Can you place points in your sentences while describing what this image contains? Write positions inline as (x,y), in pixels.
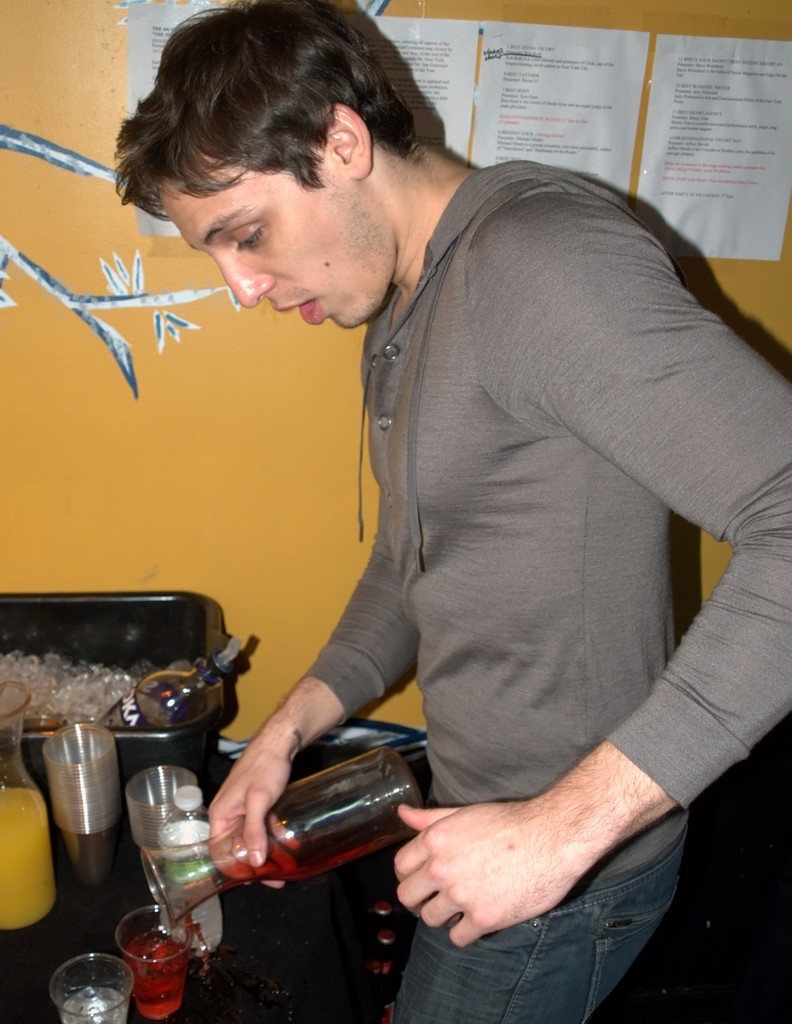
In this image the man (544,759) is standing and holding a glass bottle (289,848) in his hands (566,809). On the left side of the table (202,978) there few glasses (78,761), a tub (206,653) with ice cubes (52,684) and a vodka bottle (142,705). In the background of the image (102,343) there is a wall (60,170) with few papers (674,69) stuck on it.
